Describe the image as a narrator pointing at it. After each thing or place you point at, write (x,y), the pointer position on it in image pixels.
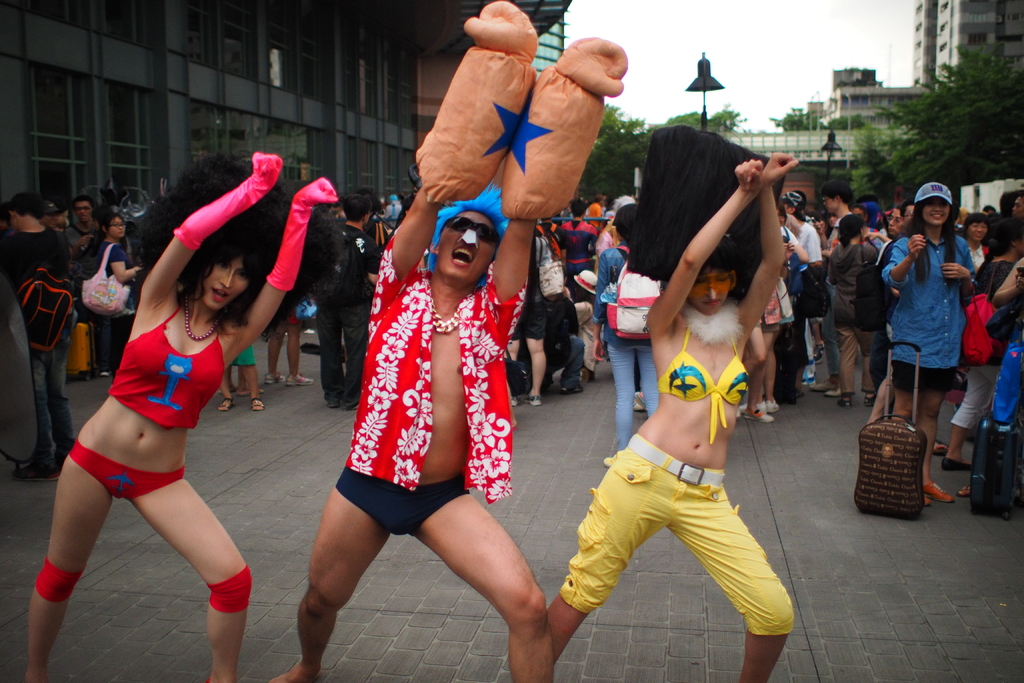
In this image, in the middle (504,415), we can see three people (449,432) are dancing. In the background (21,227), we can see a group of people (554,325), few people (624,349) are walking, few people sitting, few people (968,432) are standing on the floor (839,449). On the right side (993,141), we can see some trees (995,114), building (1016,22), lights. On the left side (96,112), we can also see some buildings (328,86). At the top (707,58), we can see a sky (763,61), at the bottom (908,545), we can see a land (75,658).
